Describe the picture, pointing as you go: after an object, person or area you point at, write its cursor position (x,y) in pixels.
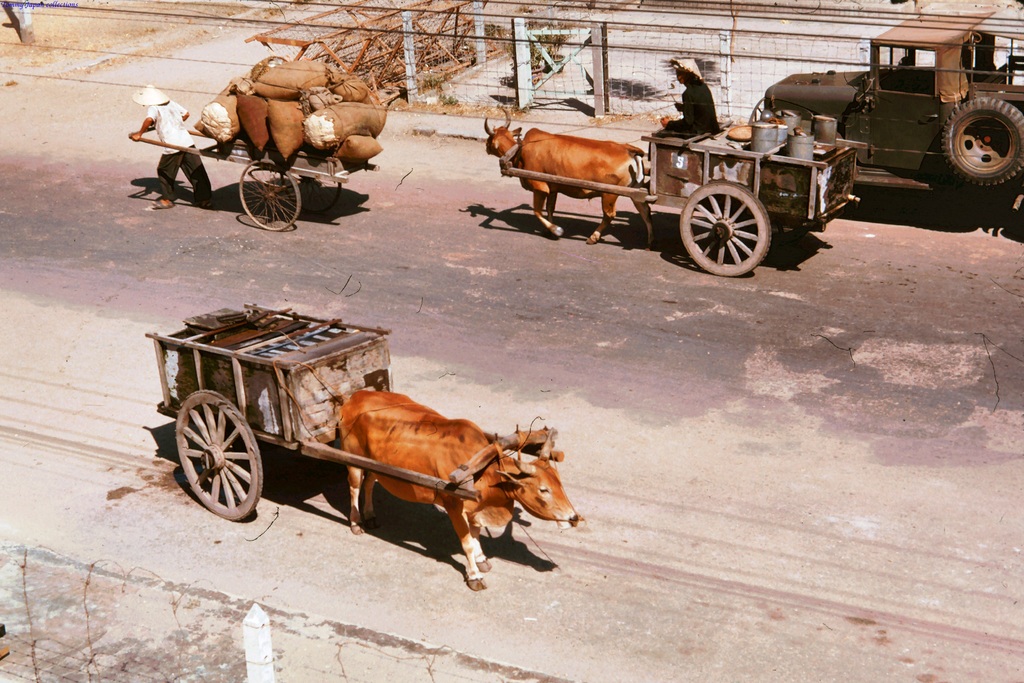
In this image we can see some ox carts (345,354) on the road (433,348). In that a person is sitting on an oxcart (715,225) keeping some containers (767,123) inside it. We can also see a person (201,182) pulling a wooden cart (257,153) with some bags (305,134) kept on it. On the backside (556,100) we can see a jeep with a tire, some wooden poles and a fence (657,110).
